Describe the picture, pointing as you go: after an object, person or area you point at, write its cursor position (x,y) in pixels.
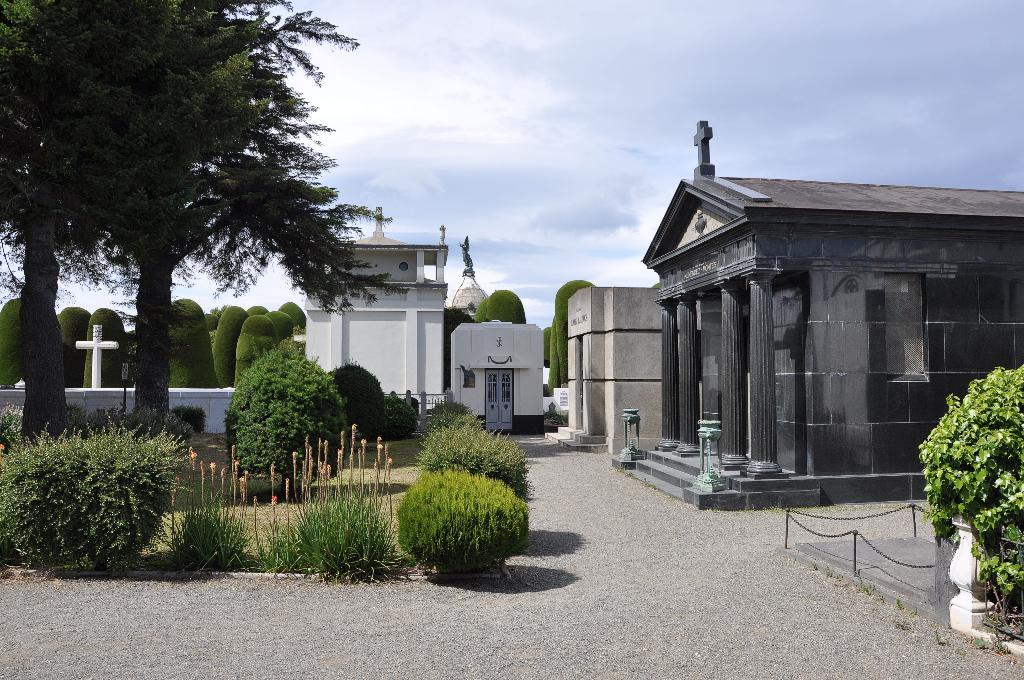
In the center of the image (468,235) we can see a statue (467,265). In the background of the image (427,301) we can see the buildings (966,294), roof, pillars (745,435), stairs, bushes (455,437), trees (561,384), grass (205,479), metal chains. At the bottom of the image (528,557) we can see the pavement (629,504). At the top of the image (537,193) we can see the clouds (457,246) in the sky (1003,147).
